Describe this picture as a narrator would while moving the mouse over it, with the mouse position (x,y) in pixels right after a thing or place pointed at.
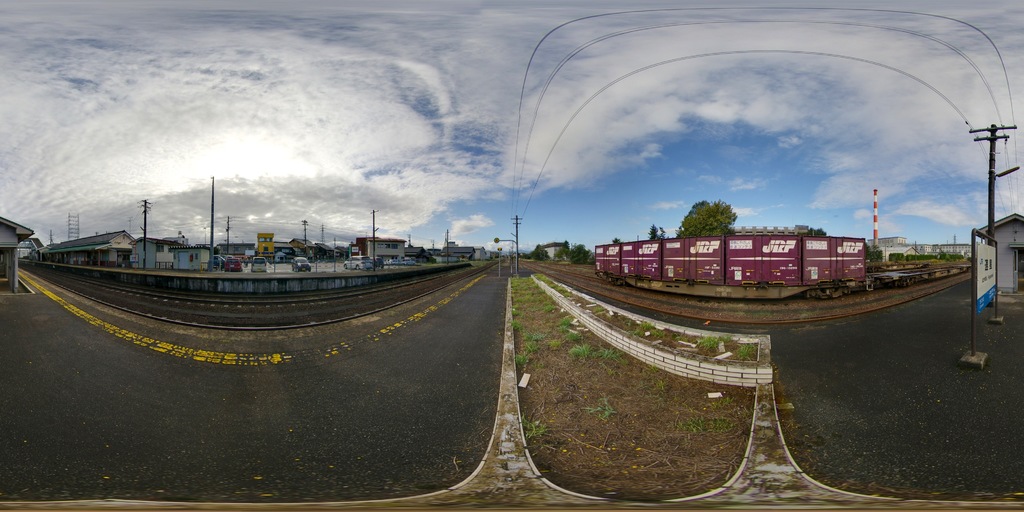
In this picture we can see a railway track (301,321), cars (255,263), poles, buildings (277,244), trees (682,228), a train (762,279), wires (640,10), grass (582,352) and the sky (458,55).
